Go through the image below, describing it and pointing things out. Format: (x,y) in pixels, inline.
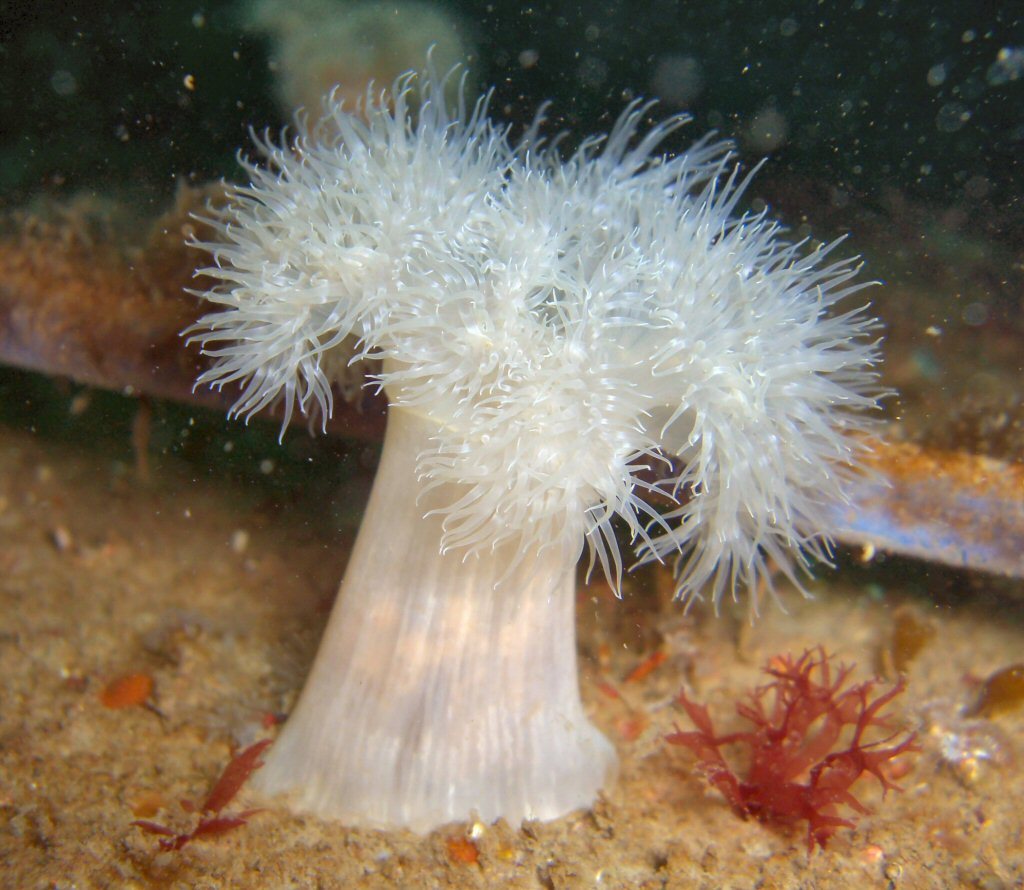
This is an image clicked inside the water (127,165). In this image, I can see few marine species (374,197).
